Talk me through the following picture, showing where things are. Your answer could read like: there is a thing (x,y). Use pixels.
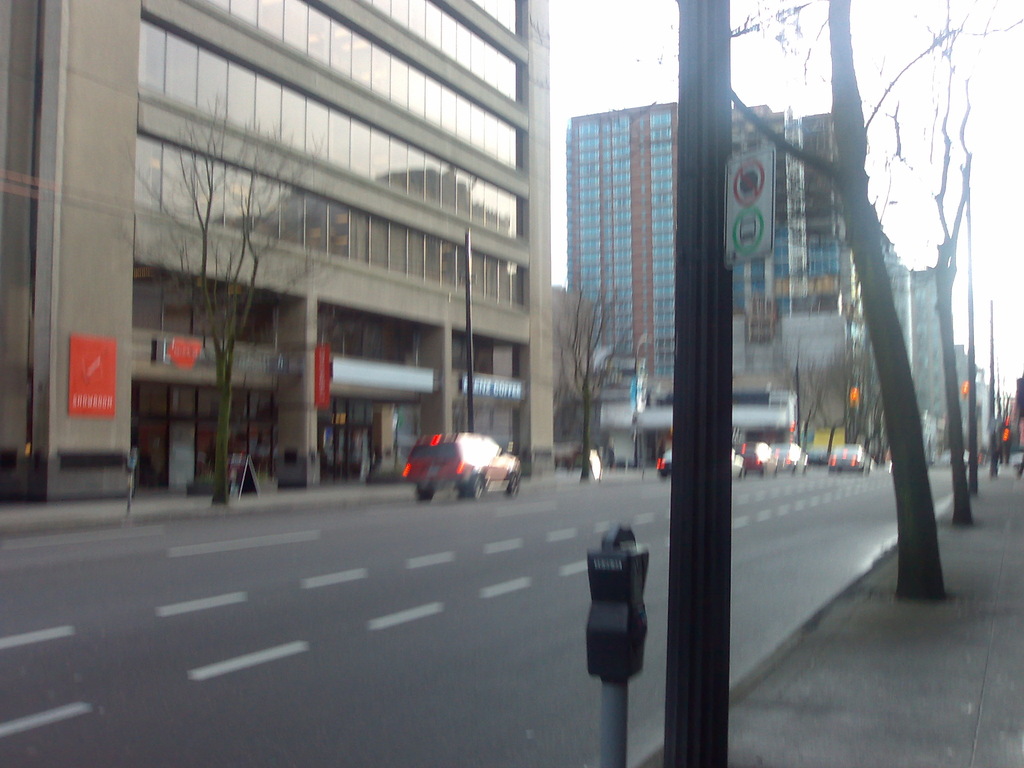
In this image there are vehicles (481,485) passing on the road (603,490), beside the road (609,496) on the pavement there is a parking meter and there are trees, traffic lights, sign boards (747,253), lamp posts (692,242) and buildings (514,334).
